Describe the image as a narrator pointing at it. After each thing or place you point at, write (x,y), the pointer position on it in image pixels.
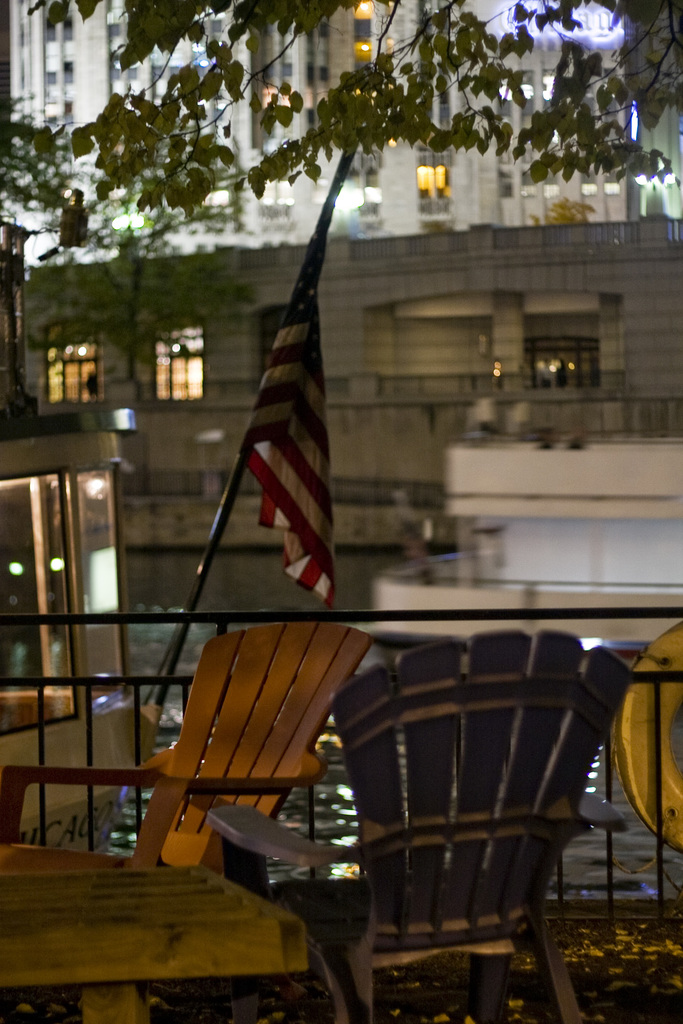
On the left bottom (179,845) a table (225,926) is there and chairs (456,874) are visible and a boat (123,415) is visible and a fence (553,614) visible. In the middle (296,446) a flag (281,449) is there and a buildings (220,490) are visible on which door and window (155,373) visible. In the top (570,138) trees (342,121) are visible and water (252,573) visible. This image is taken during night time.
